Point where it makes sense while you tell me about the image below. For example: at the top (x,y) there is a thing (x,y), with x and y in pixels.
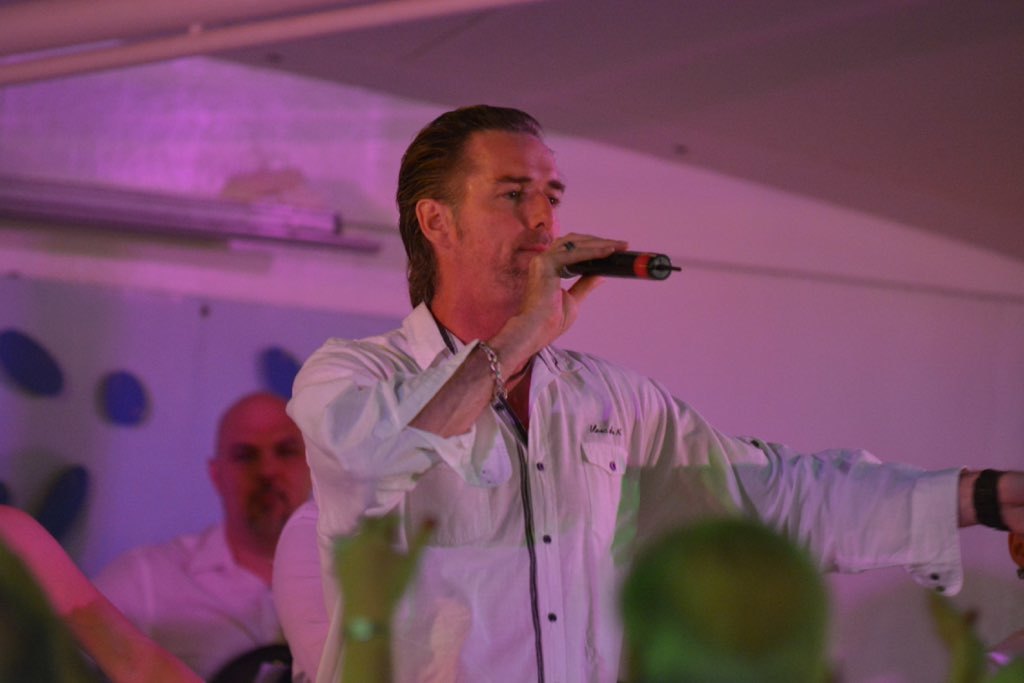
There is a person (481,369) holding a mic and wearing watch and bracelet (501,376). In the back (291,505) there is another person (274,496). In the background (241,140) there is a wall (825,220).
